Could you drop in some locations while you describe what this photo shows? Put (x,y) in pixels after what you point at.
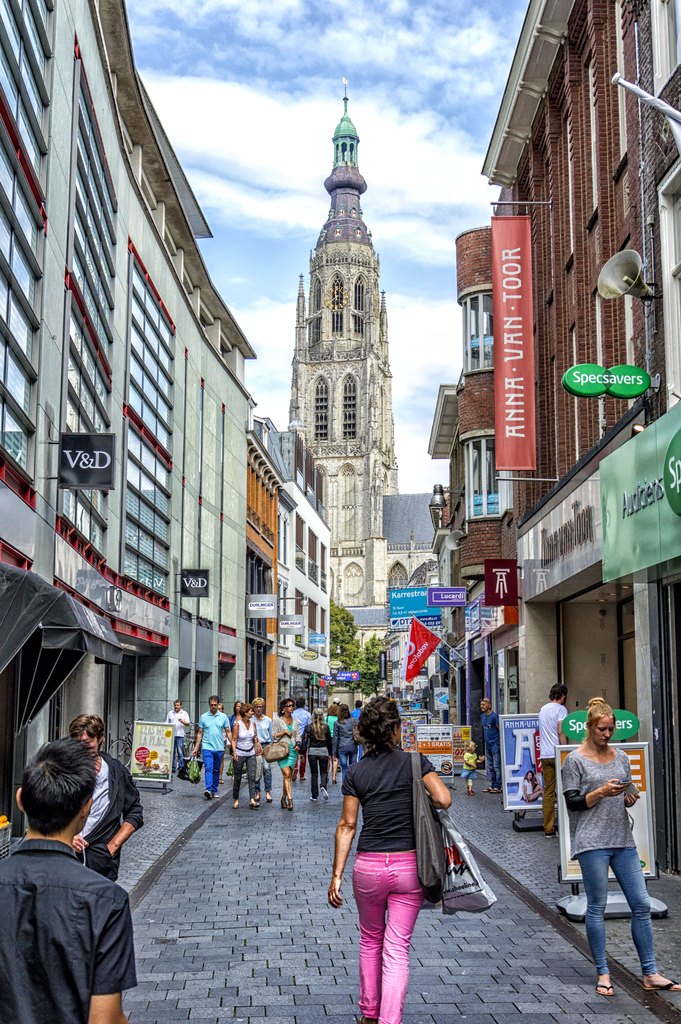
In this picture we can see buildings (95,366), there are some people (370,734) walking at the bottom (377,791), we can see some hoardings (520,325), a flag (432,649), trees (353,641) and boards (538,761) in the middle (360,672), there is the sky (305,43) at the top of the picture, on the right side (624,268) we can see a loudspeaker (631,275).
